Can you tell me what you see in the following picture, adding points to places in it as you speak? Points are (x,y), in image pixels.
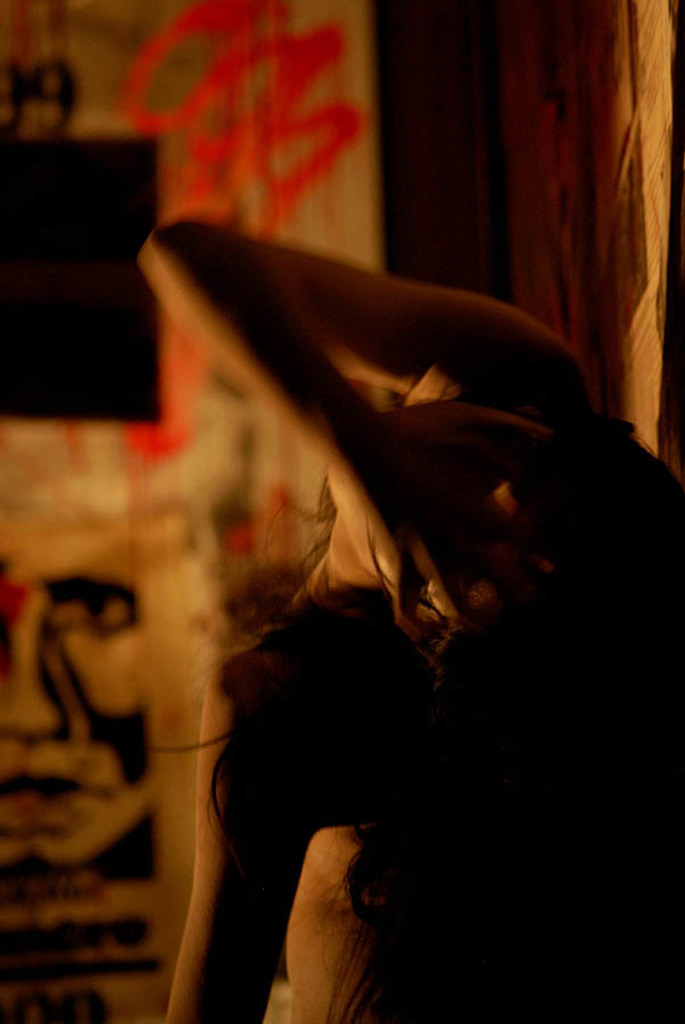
In this image there is a woman (504,551), in the background (175,521) there is painted on the wall (250,93).
